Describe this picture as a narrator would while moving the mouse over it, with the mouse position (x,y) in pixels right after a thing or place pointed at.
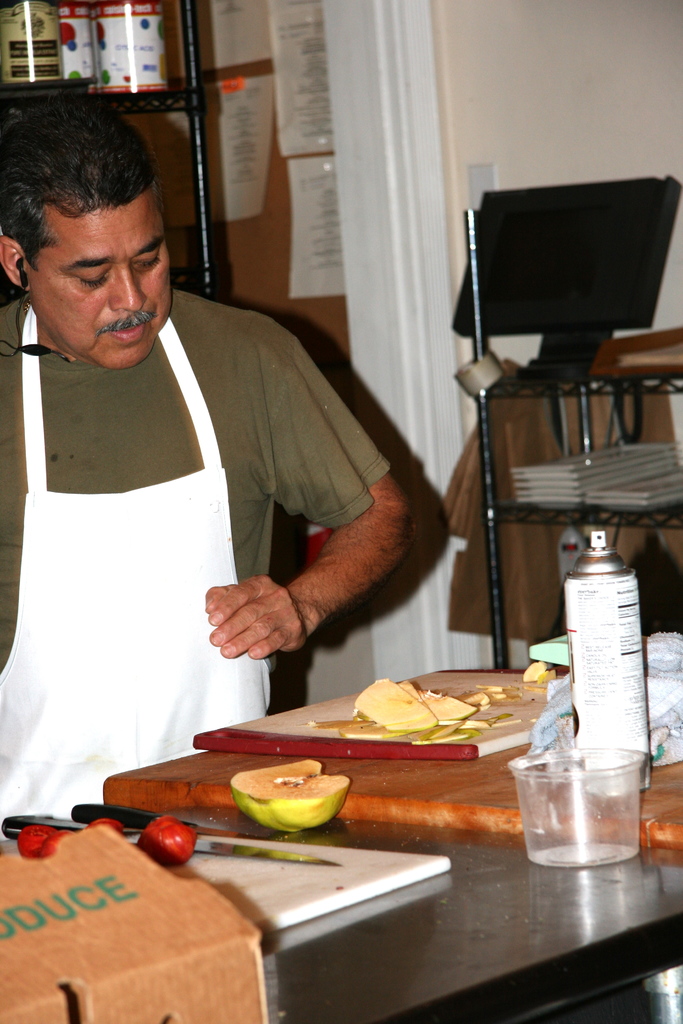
In this image i can a man (232,312) seeing the fruit (462,711). There is a cardboard (219,906), a fruit (282,820), a knife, a bottle (638,674), a glass (602,829) on the table (460,761). At the back ground (561,494) there are few book (585,496) in the rack (479,365), there is a desktop (548,220) on the rack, there is a wall (547,77) some papers (294,67) attached to the wall (530,24).
